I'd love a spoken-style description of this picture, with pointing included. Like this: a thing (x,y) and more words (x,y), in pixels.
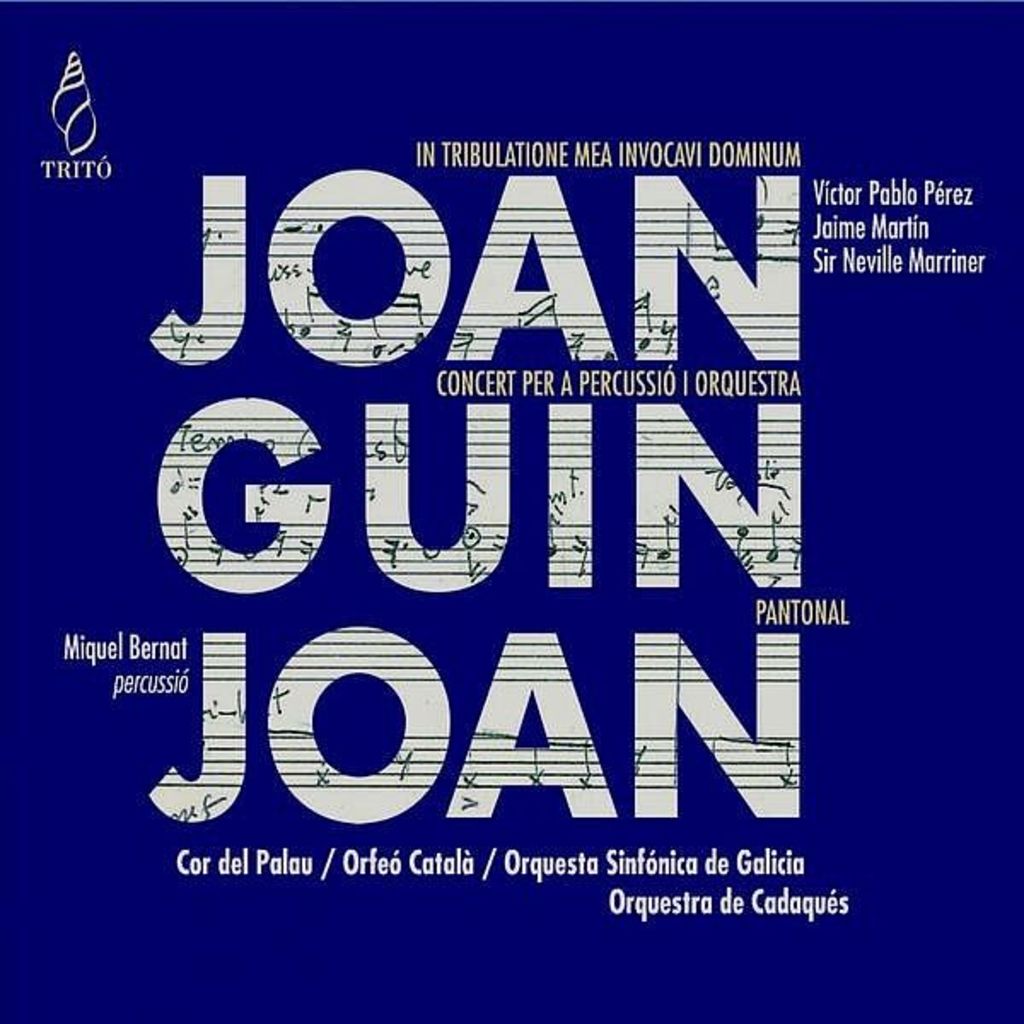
In this image, we can see a blue color poster (810,34), on that poster (424,63) there is some text (898,188).
